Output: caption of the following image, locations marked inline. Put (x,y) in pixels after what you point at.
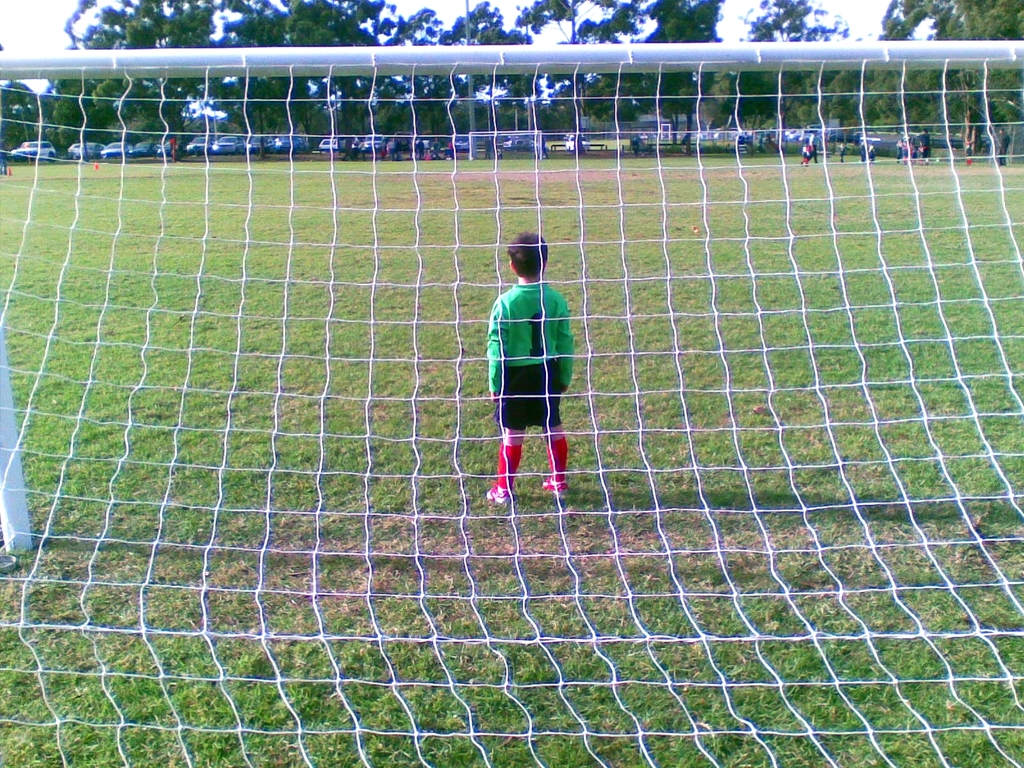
We can see net (546,103) with rod (440,67), through this net (290,637) we can see grass (475,429) and there is a kid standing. In the background (515,36) we can see people (916,146), vehicles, trees (18,125) and sky (584,6).
